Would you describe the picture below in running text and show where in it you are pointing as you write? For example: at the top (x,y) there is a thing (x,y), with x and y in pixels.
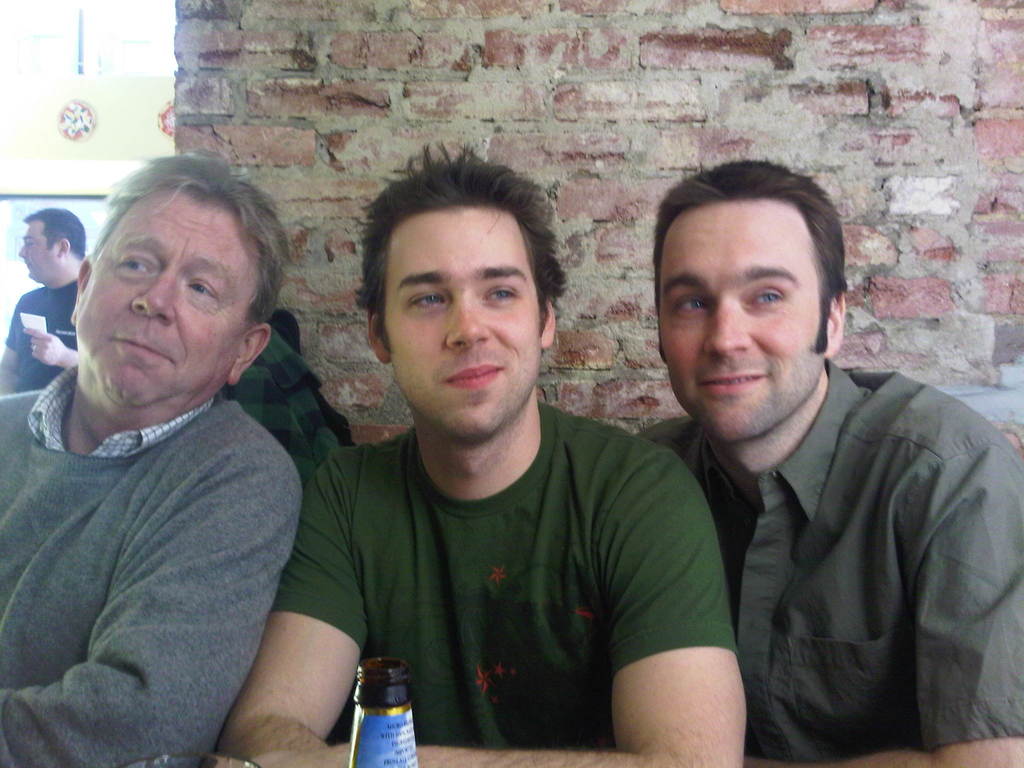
In this image we can see three men (294,536) are sitting. One is wearing green shirt (920,564), the other one is wearing green t-shirt (506,611) and third one is wearing grey sweater (56,590). Behind one wall (564,90) is there, in front of them bottle (401,726) is present. Left side of the image (42,313) one more man (59,321) is standing.
